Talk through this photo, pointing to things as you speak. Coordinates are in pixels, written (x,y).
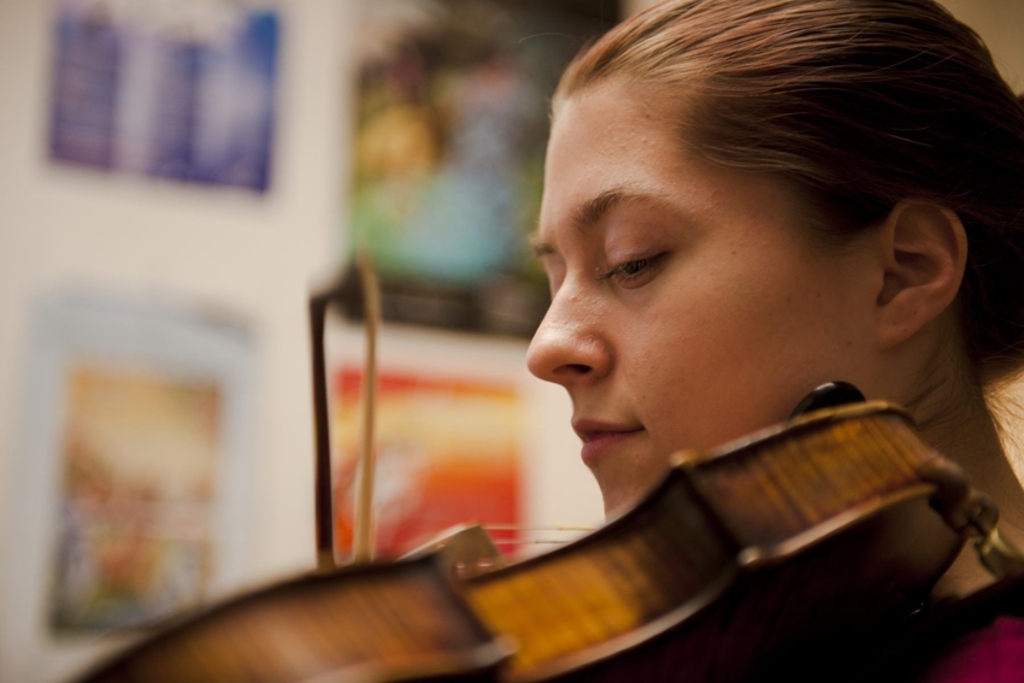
In this image we can see a lady (586,451) playing violin (616,562). In the background (351,316) we can see photo frames (480,429) on wall (279,368).
